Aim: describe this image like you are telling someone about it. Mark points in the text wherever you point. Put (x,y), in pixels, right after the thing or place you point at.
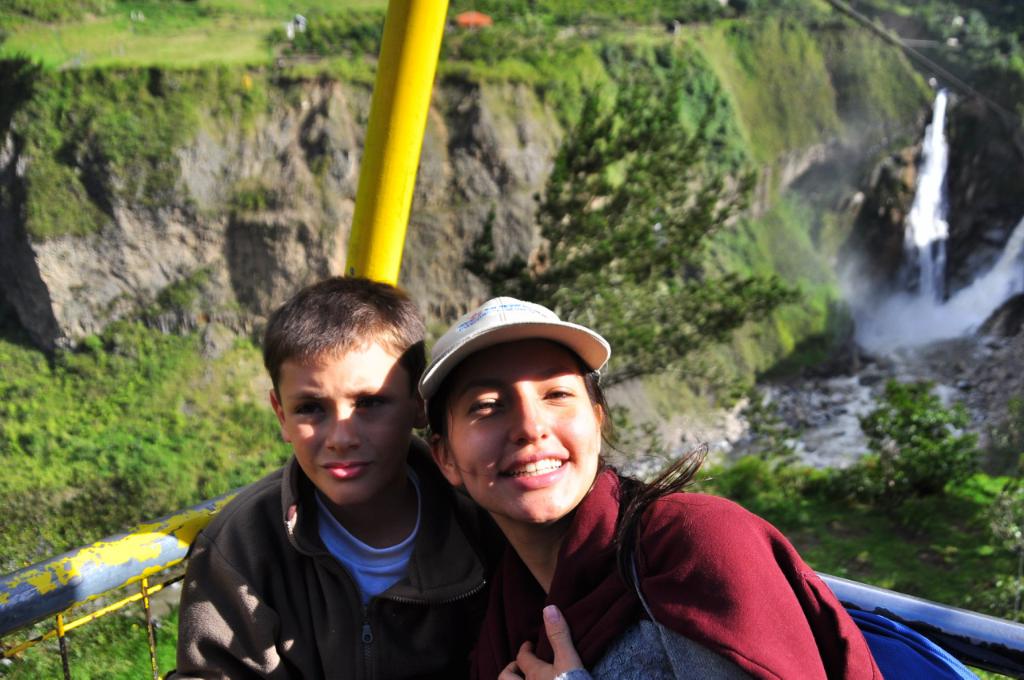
In this image in the front (391,495) there are persons (505,547) standing and smiling. In the center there are rods (142,537). In the background (134,522) there is water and there are plants (370,72) and there's grass (181,53) on the ground (465,65) and there are trees (950,22).
